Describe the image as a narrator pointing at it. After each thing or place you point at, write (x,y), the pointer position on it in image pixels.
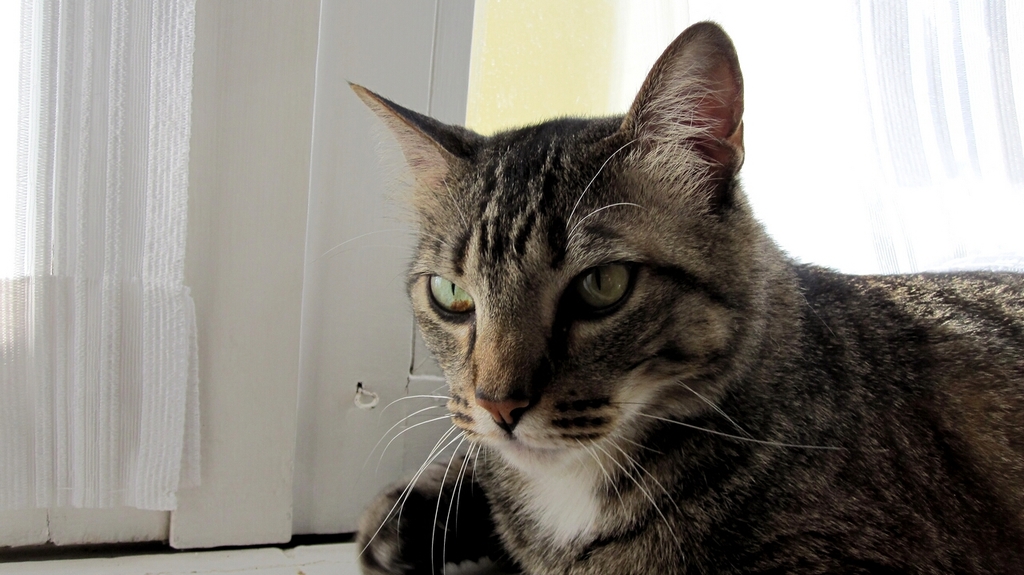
In this picture we can observe a cat (746,410) which is in brown, black and white color. In the background (114,67) we can observe white color curtains (784,64), windows (764,79) and a wall (315,171).
